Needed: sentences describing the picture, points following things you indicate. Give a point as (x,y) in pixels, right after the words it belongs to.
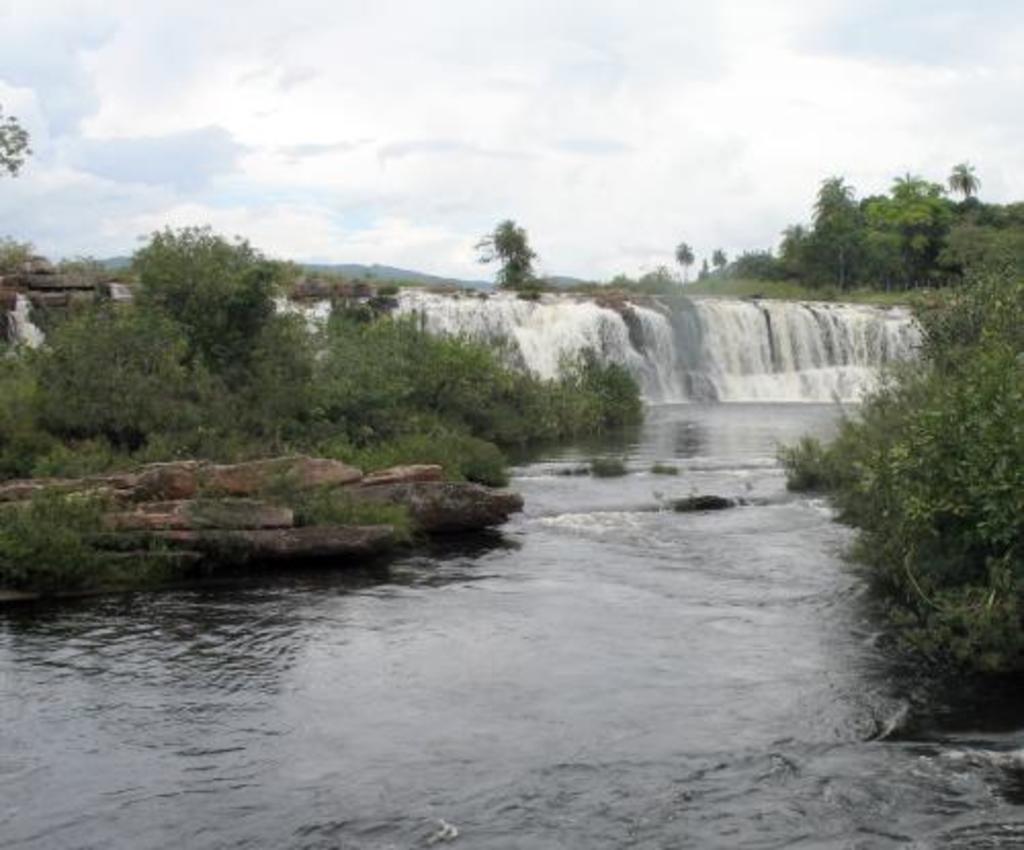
In this image I can see water (482,631), trees (386,424) in green color, sky (406,144) in white and blue color.
